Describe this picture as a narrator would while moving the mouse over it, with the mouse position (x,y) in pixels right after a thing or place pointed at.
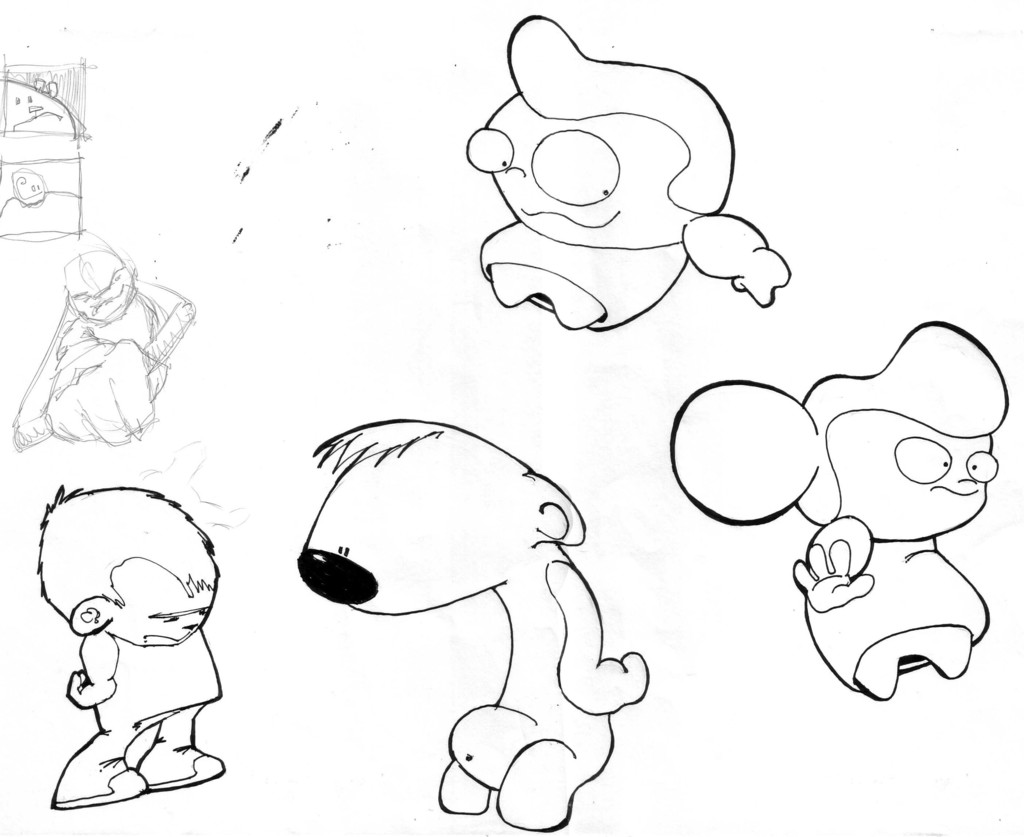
This looks like a pencil art of a dog (555,539), a boy (180,600) and two girls (858,495).
